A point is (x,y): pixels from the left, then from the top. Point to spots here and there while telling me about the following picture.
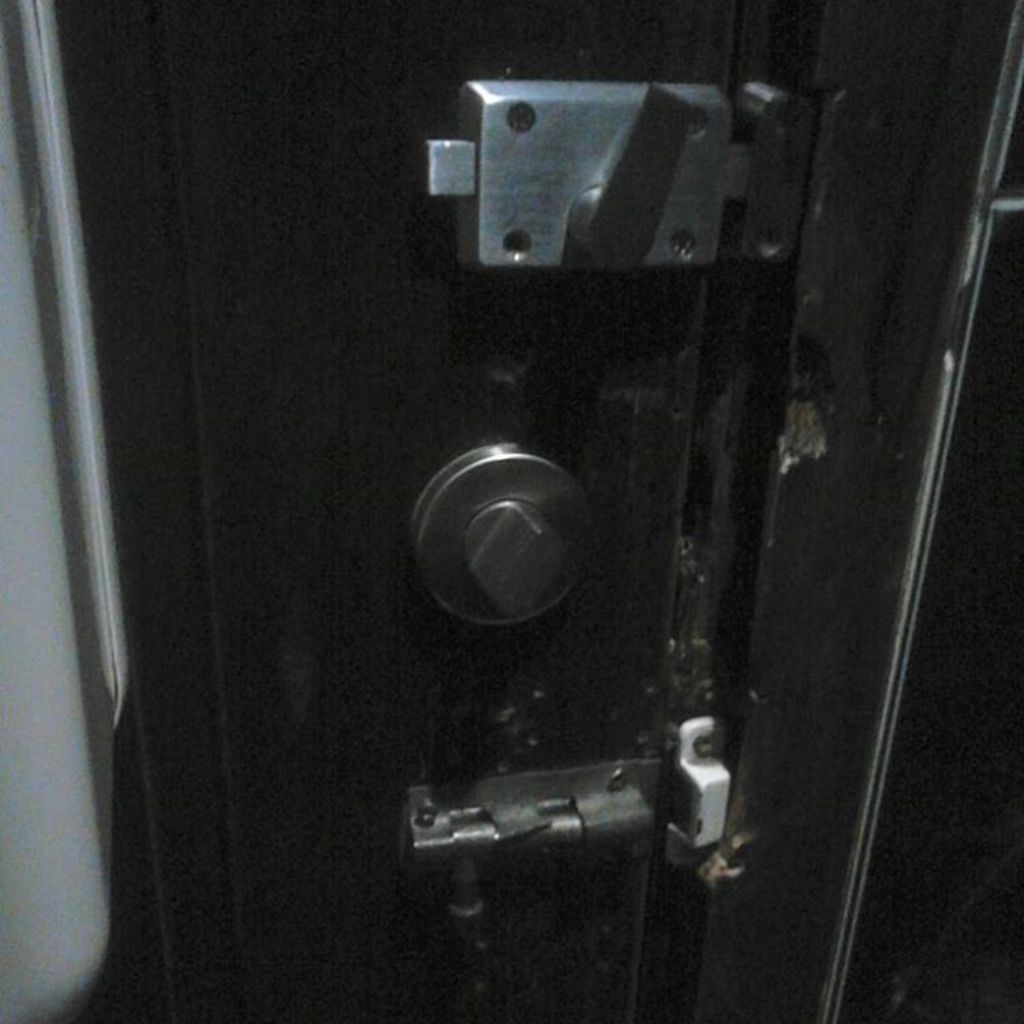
In the image there is a door (580,383). On the door (577,397) there are three different types of locks (484,477).
